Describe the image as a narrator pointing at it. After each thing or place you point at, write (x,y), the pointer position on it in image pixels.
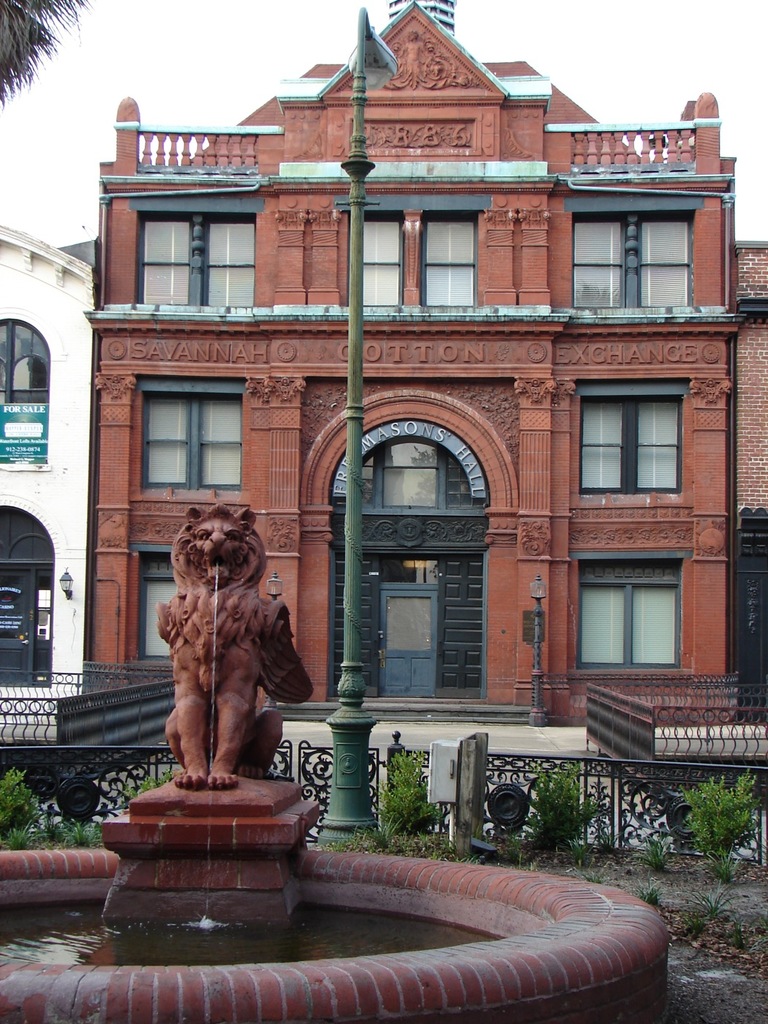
In this picture we can see a statue (167,621), water (86,927), fence (440,811) and a pole (349,501) in front of the building (396,407), beside to the building (168,289) we can see a tree (39,38).
